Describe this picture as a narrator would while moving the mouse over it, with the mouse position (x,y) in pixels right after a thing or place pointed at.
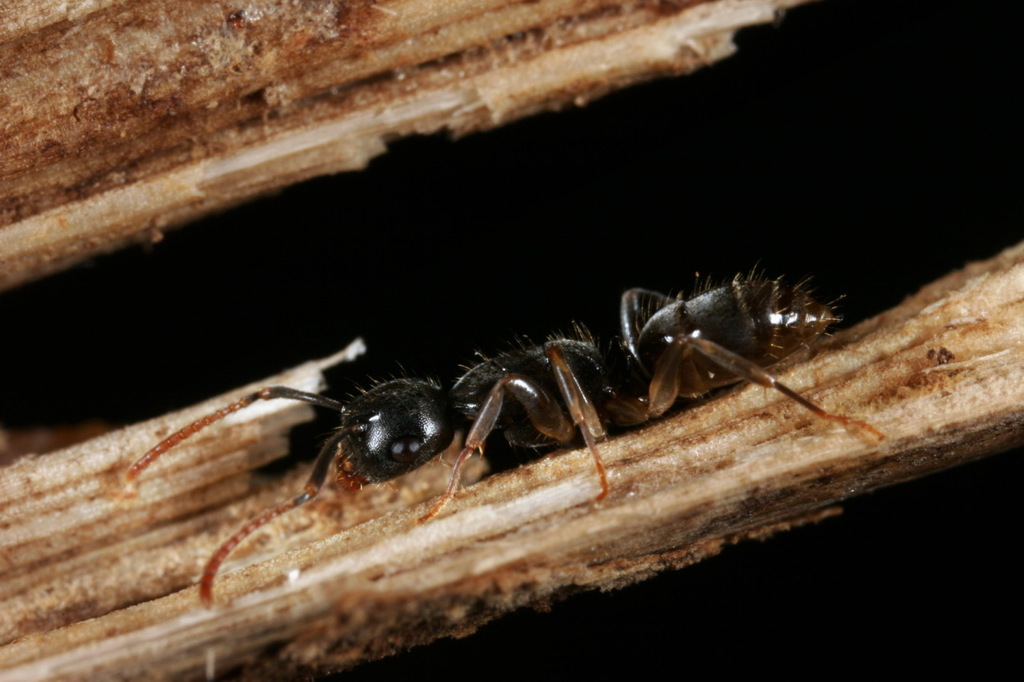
On this surface (303,513) we can see an ant (503,397). Background it is dark.
